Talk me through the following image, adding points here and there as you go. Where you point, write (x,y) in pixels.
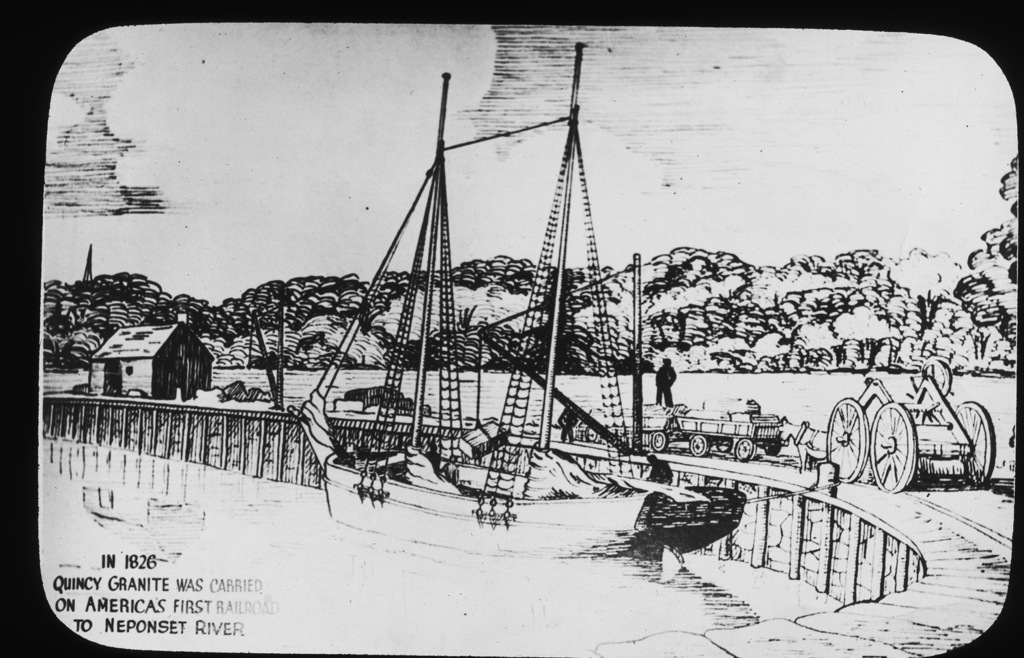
In this image, we can see a poster (446,313) with some images (308,417) and text (54,580) written.
